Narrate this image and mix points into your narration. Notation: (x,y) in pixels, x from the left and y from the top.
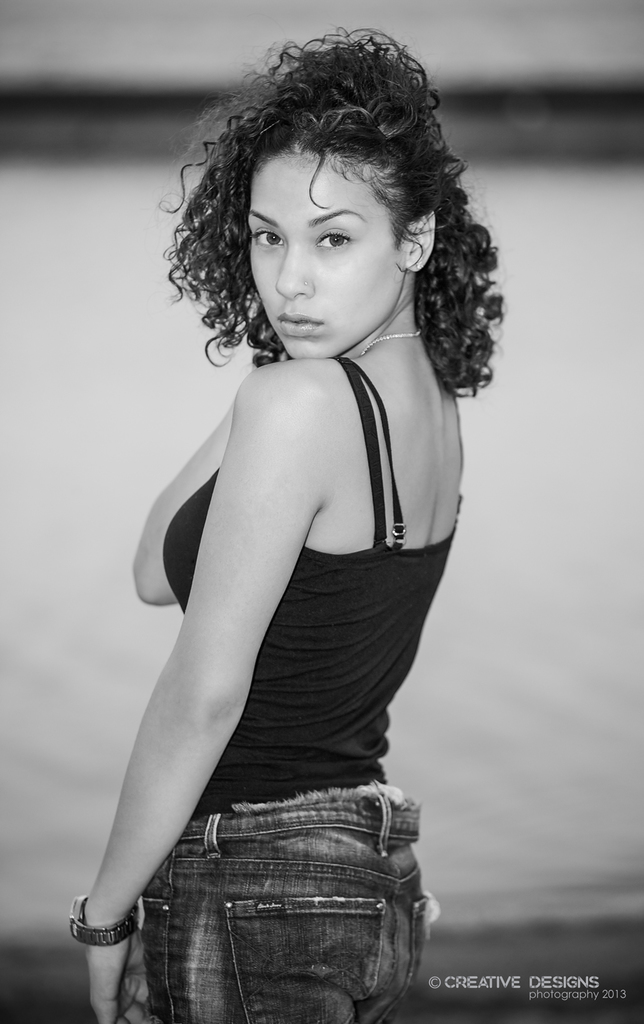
In this picture we can see a woman (173,923) wore a watch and standing and in the background (94,789) it is blurry.
